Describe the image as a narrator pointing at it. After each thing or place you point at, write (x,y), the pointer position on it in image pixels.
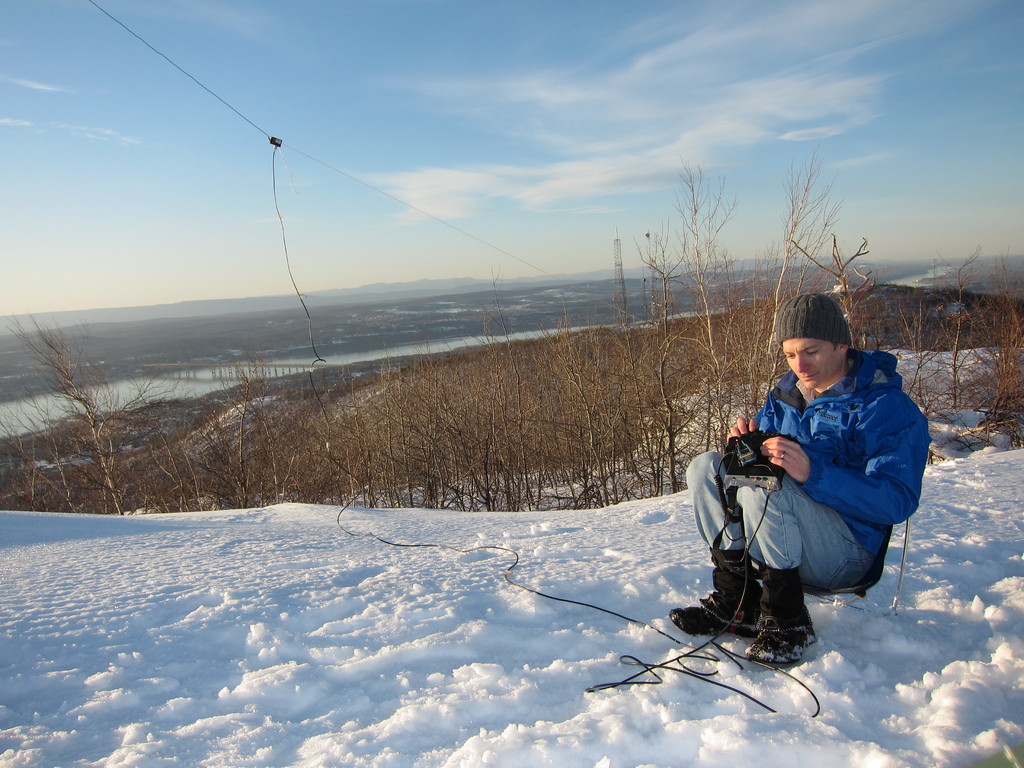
In this image, we can see a person (841,559) is sitting on a chair (874,577) and holding black object (762,472). At the bottom (781,754), we can see snow (453,719) and cable (688,654). Background (945,186) there are so many trees (604,376), bridge (304,368), water (160,396) and sky (363,215).
